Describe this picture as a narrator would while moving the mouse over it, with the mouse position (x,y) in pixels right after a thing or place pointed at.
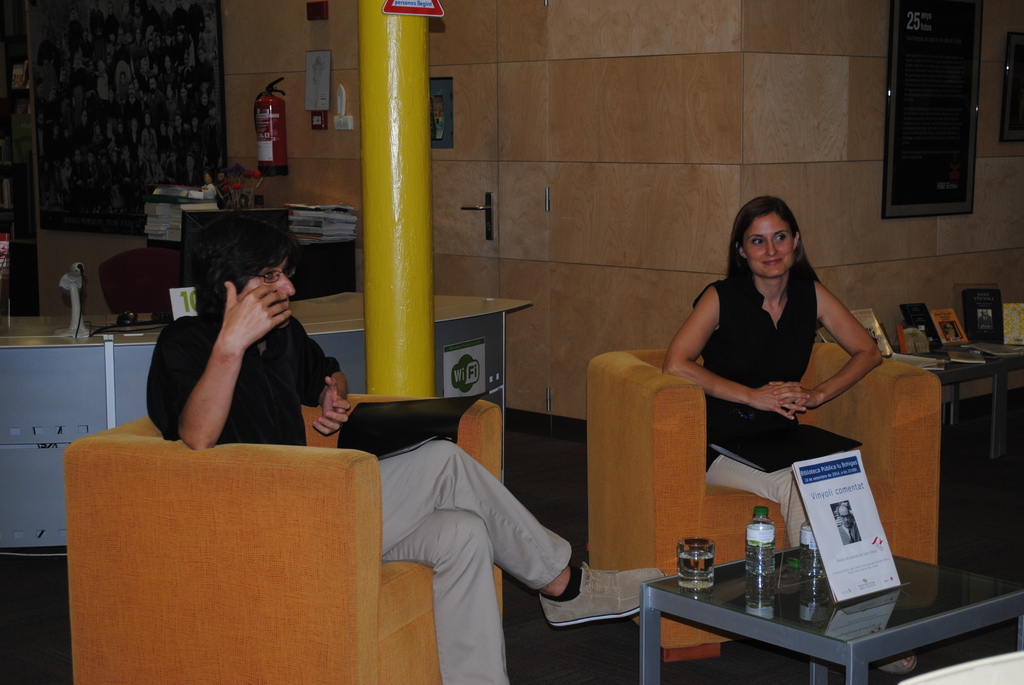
In this image we can see two persons (407,528) sitting on chairs (368,480). One person (407,505) wearing spectacles (266,281) and black dress (259,389). To the right side of the image (932,573) we can see a table (857,626) on which two bottles (755,544), one glass (705,564) a poster (854,533) is placed on it. In the background (267,152), we can see photo frames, fire extinguisher (281,148) and some books (996,320).
